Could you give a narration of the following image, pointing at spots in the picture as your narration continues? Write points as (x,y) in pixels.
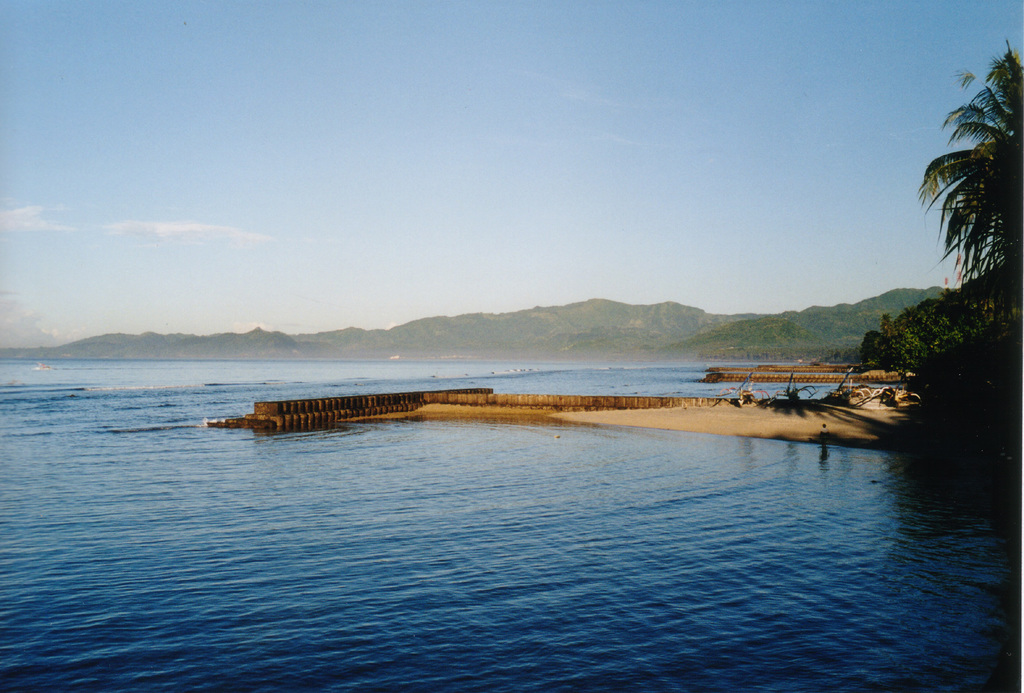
In the center of the image (357,409), we can see boats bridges (603,397) and in the background (889,321), there are trees (899,362), hills (587,321). At the bottom (440,541), there is water (480,531) and at the top (246,163), there is sky (367,103).
